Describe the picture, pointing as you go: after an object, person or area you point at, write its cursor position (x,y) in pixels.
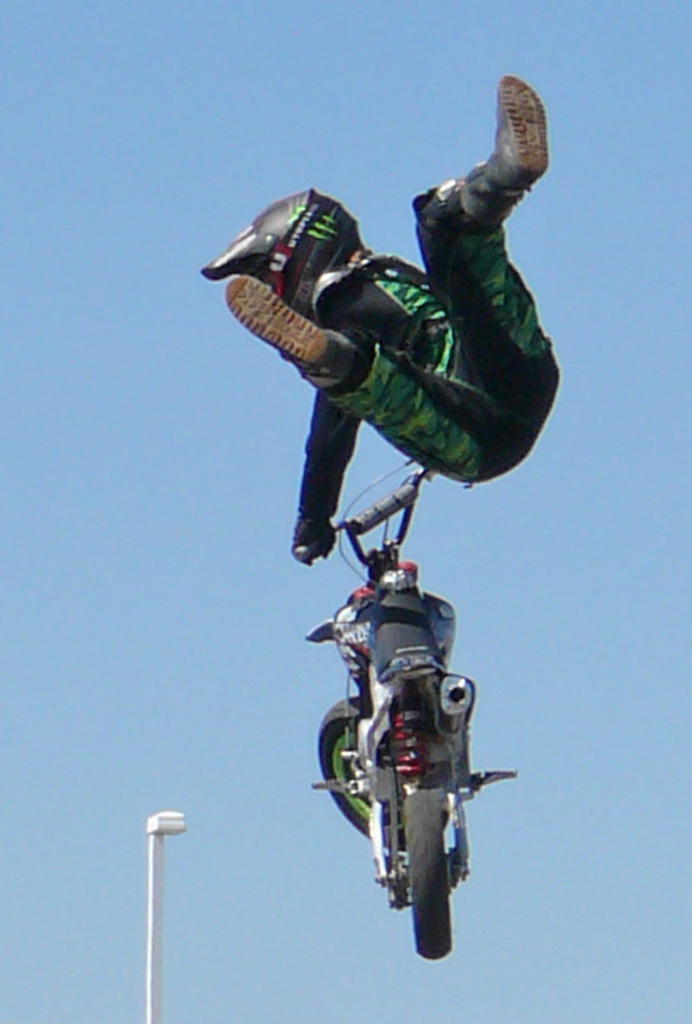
There is a motorcycle (450,632) and a person (418,354) is present. he is wearing a helmet (325,242). There is a white pole (152,947) and there is sky (159,794).
